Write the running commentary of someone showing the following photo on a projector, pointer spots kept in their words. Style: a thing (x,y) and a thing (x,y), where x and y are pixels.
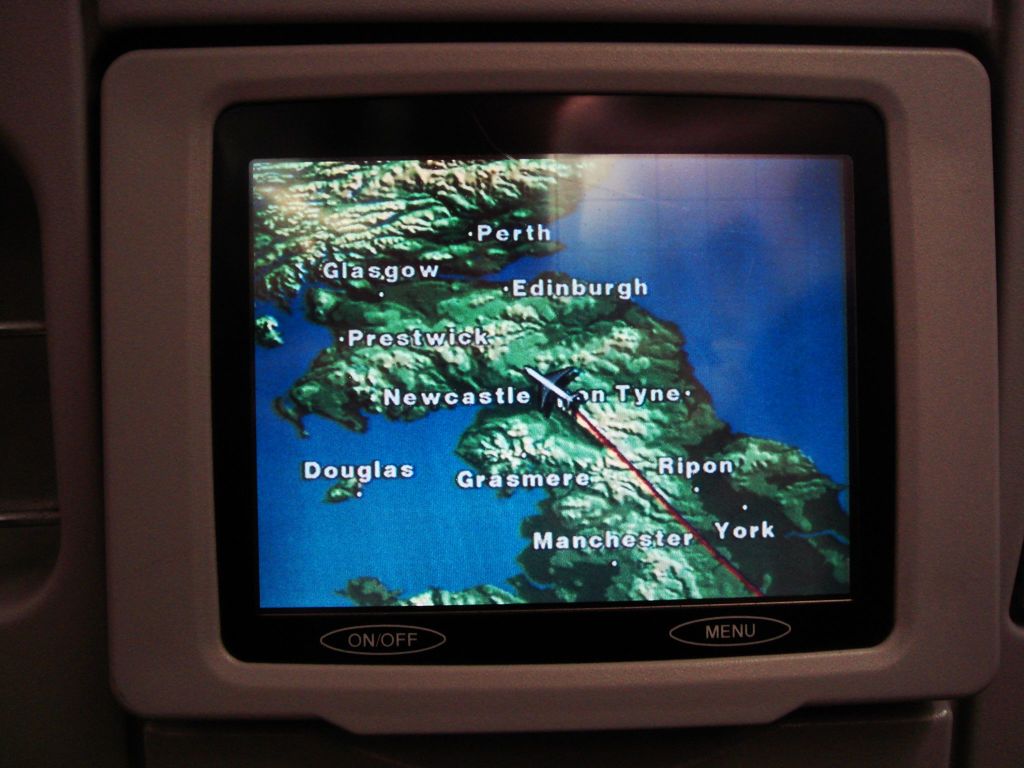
In this picture we can see a screen (697,531).
